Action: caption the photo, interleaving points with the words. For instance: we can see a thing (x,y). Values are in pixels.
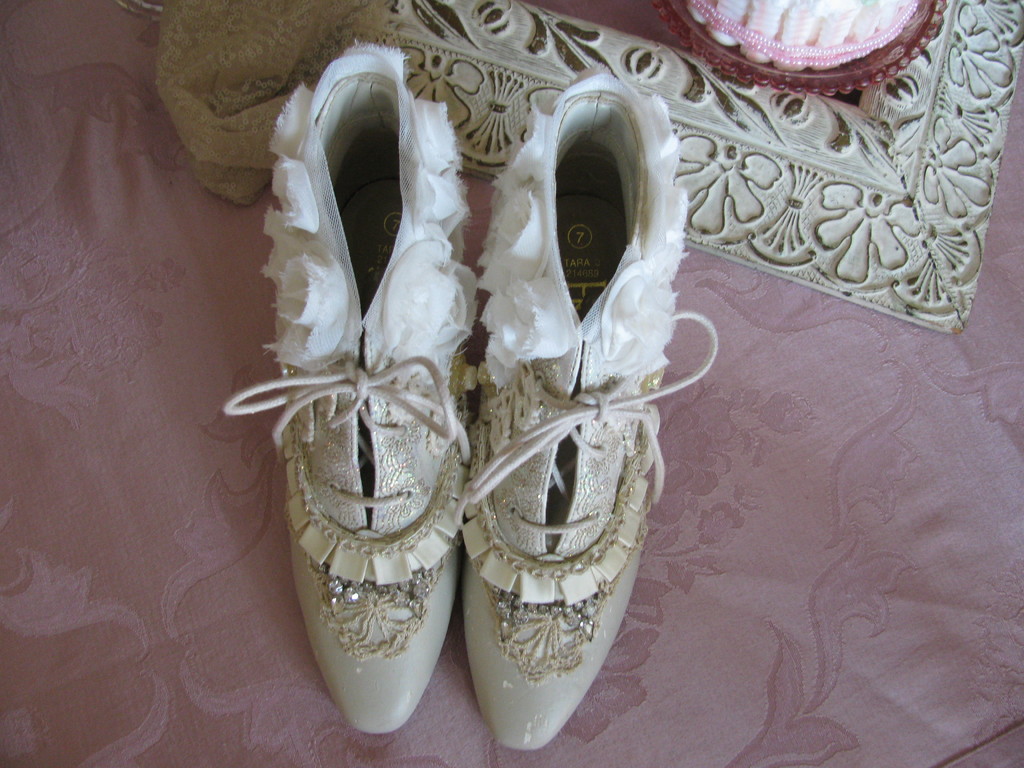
There is a pair of shoes (462,353), this is cloth (237,94).
